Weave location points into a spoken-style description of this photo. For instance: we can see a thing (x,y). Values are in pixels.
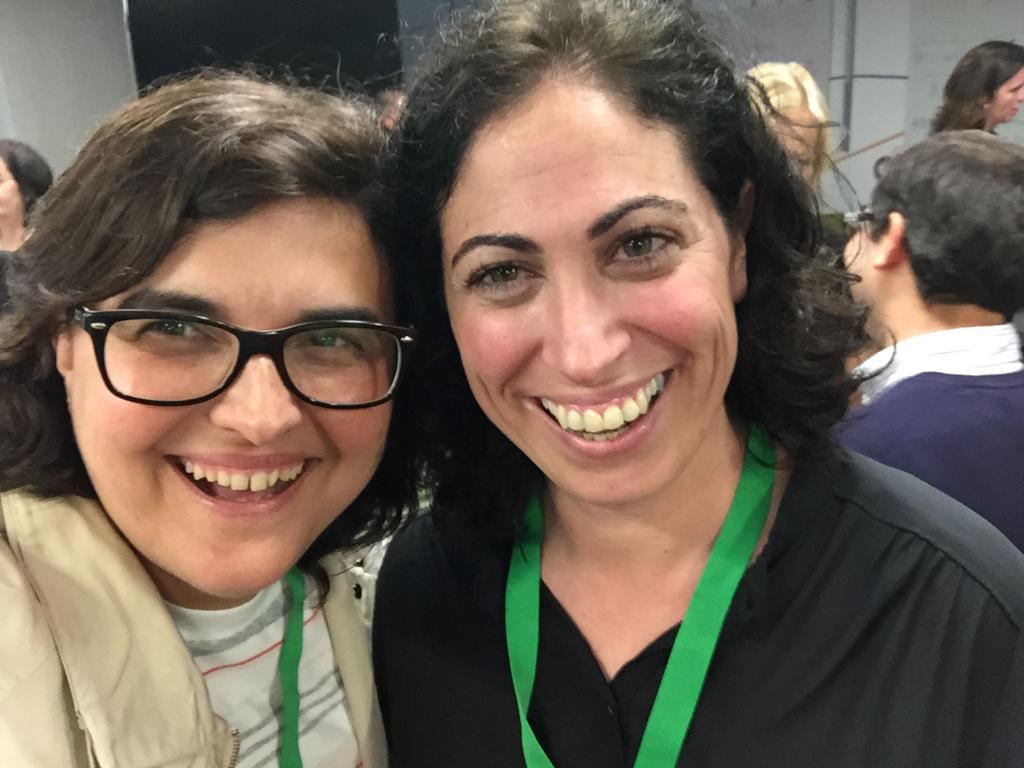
There are two women (185,480) wearing tags (524,544). They are smiling. Lady (208,496) on the left side (187,534) is wearing specs (177,381). In the back (878,265) there are many people (872,316).
